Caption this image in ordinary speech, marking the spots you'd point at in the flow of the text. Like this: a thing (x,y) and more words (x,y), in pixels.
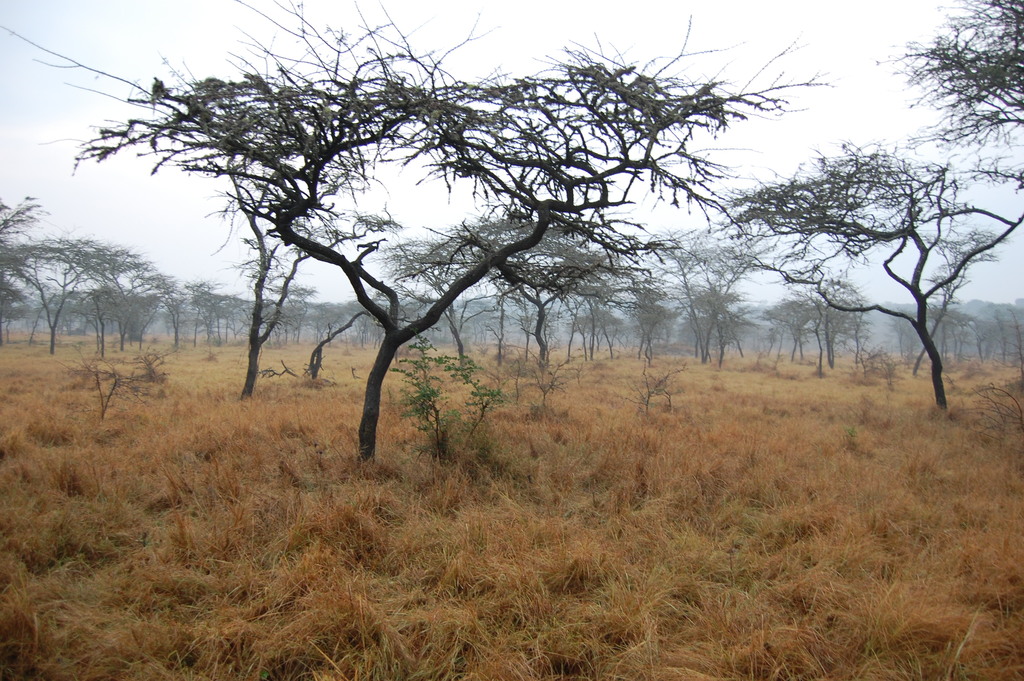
In the picture there is grass (242,483), there are many trees (473,162) present, there is a hazy sky (464,15).
